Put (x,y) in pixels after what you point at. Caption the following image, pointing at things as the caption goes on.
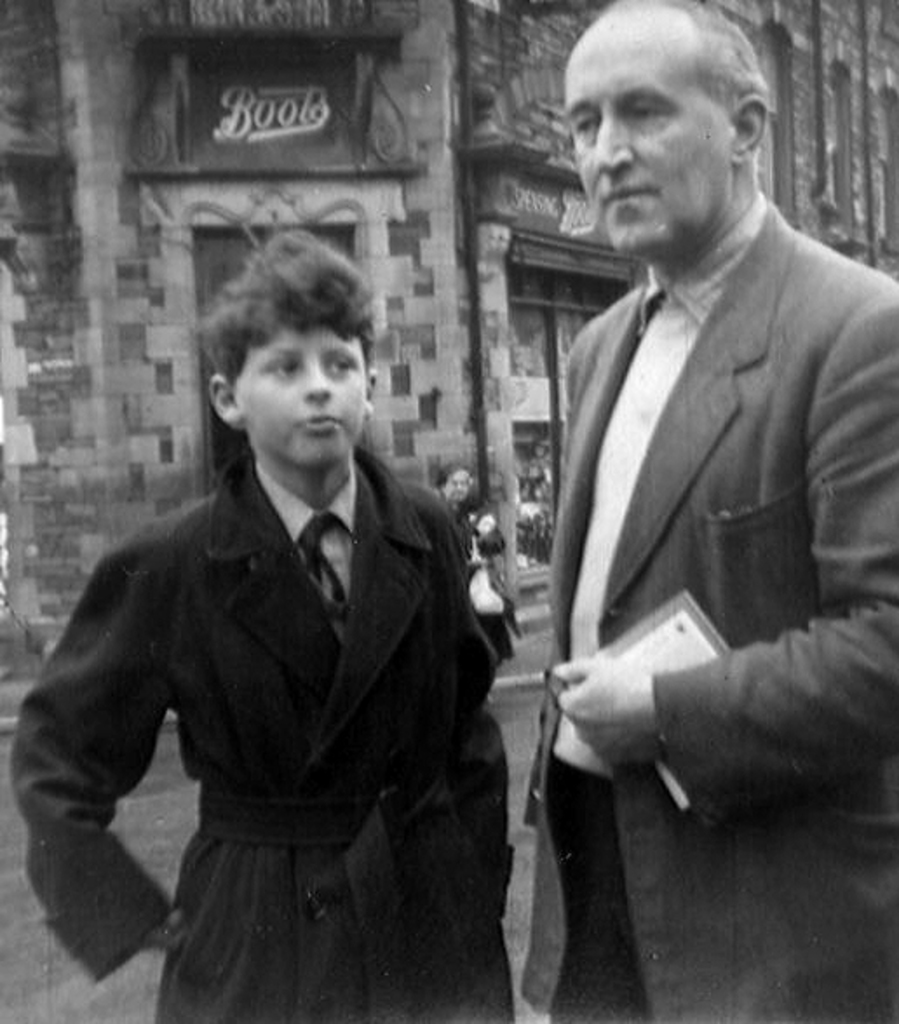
In this image we can see two people (695,735) standing. In the background (523,237) there is a building (431,237) and we can see a person (487,552). There is a board (287,150). The man (551,819) standing on the right (700,771) is holding a book (656,638).
